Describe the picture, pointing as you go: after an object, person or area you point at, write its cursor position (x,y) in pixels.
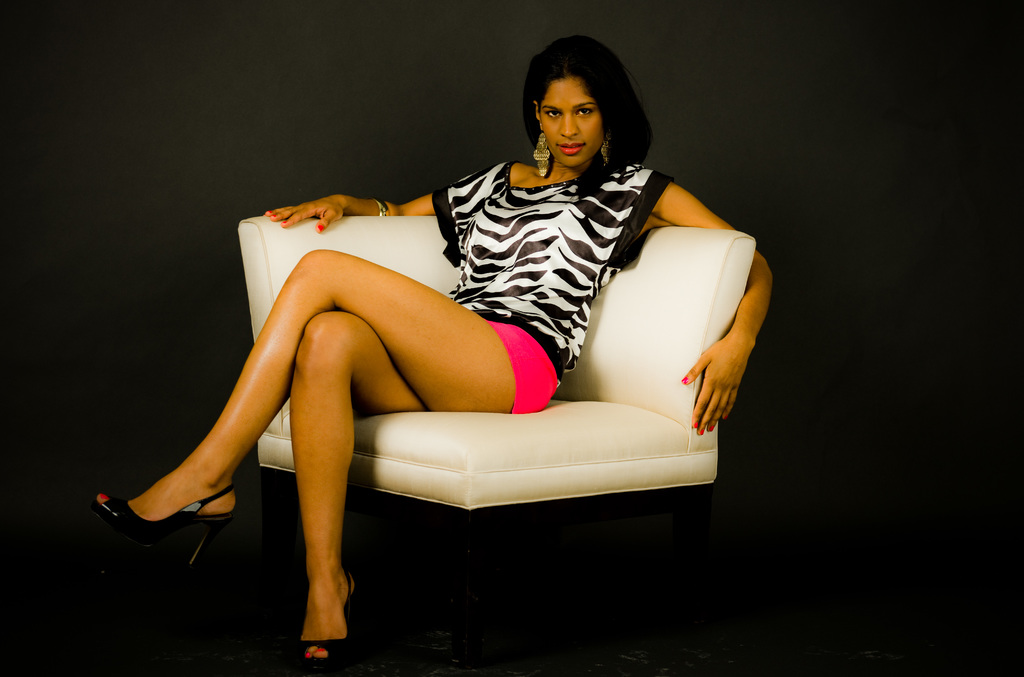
In this image there is a woman (386,306) sat on a sofa chair (416,278) is staring at something.
